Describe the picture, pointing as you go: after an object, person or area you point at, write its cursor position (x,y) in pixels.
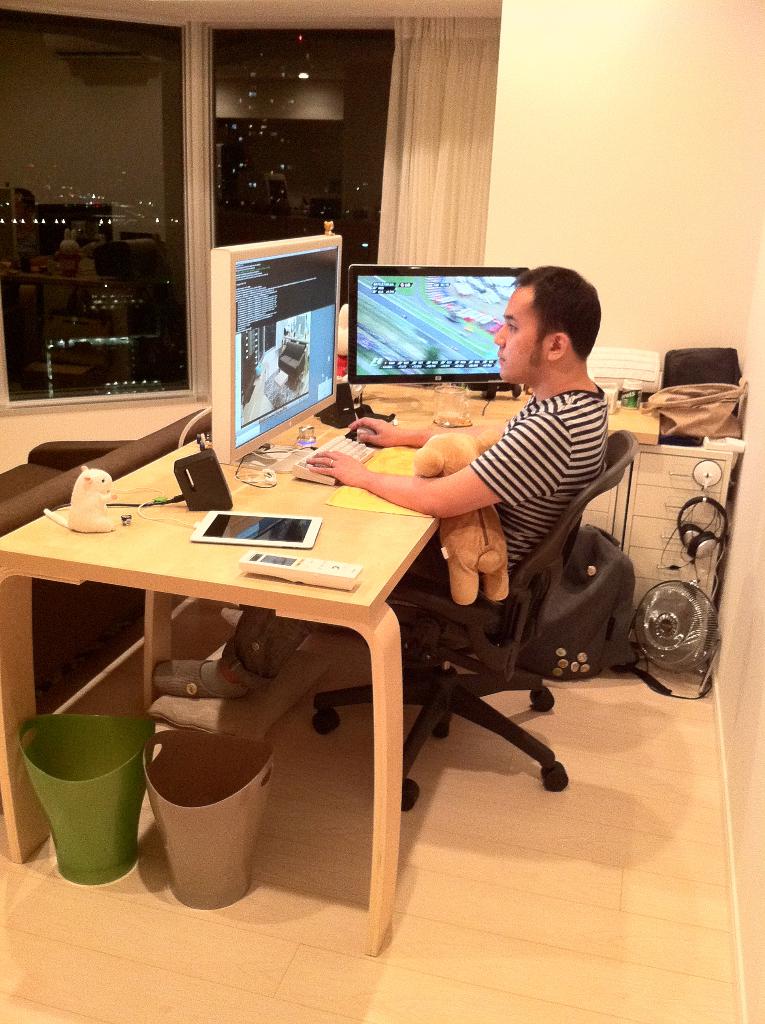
In the center of the image (478,470) we can see one person (534,475) sitting on the chair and he is holding a toy (485,526). In front of him, there is a table (339,549). On the table (378,548), we can see the monitors (264,323), tab (288,541), remote (318,566), toy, keyboard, bag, machine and a few other objects (670,374). In the background (672,245) there is a wall (667,84), window (30,279), curtain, fan (712,660), bag (612,594), sofa (42,712), dust bins (60,738), drawers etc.
